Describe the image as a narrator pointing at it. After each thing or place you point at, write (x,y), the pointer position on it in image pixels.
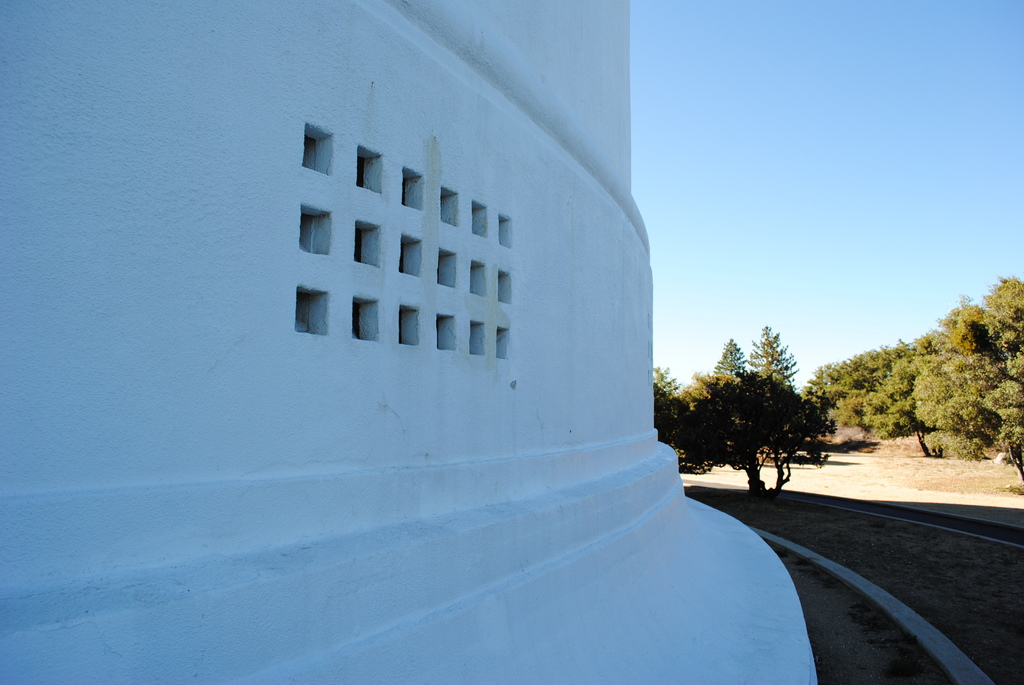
In this image, we can see a white wall (218,332). On the right side of the image (888,460), we can see trees (737,427), walkway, ground (862,453) and sky (766,172).
